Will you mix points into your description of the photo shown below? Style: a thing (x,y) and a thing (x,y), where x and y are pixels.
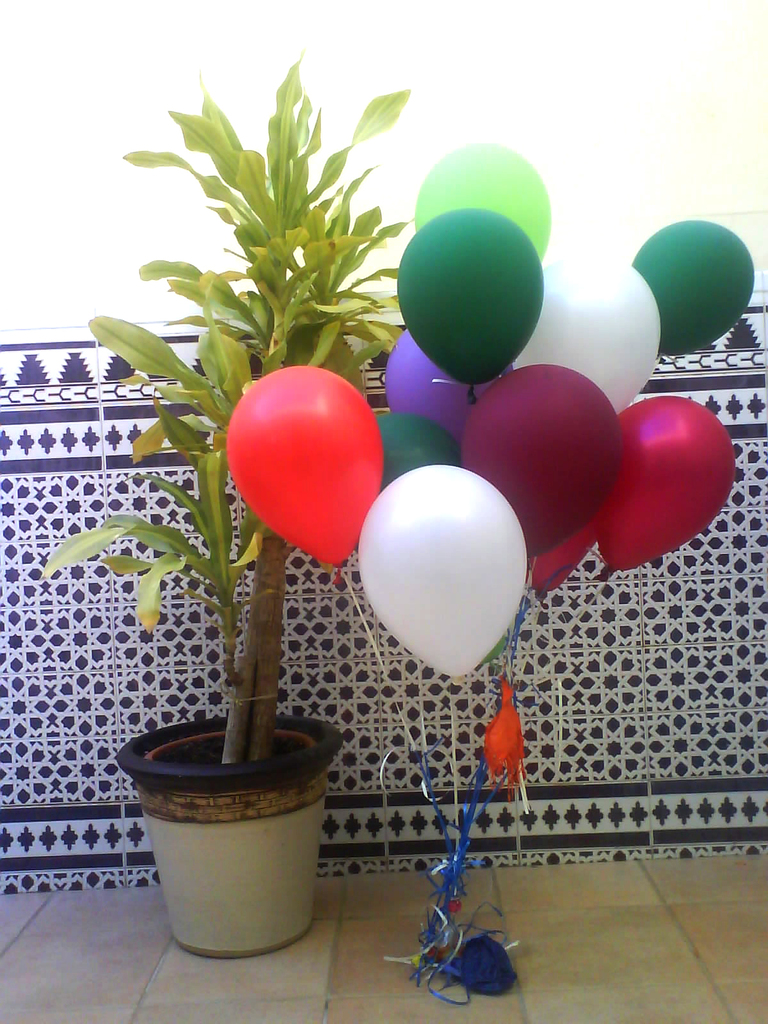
In the picture I can see a plant (232,301) which is placed in a plant pot (243,760) in the left corner (256,711) and there are few balloons (460,503) placed beside it and there is a wall (180,468) which has few designs (152,421) on it in the background (152,421).
